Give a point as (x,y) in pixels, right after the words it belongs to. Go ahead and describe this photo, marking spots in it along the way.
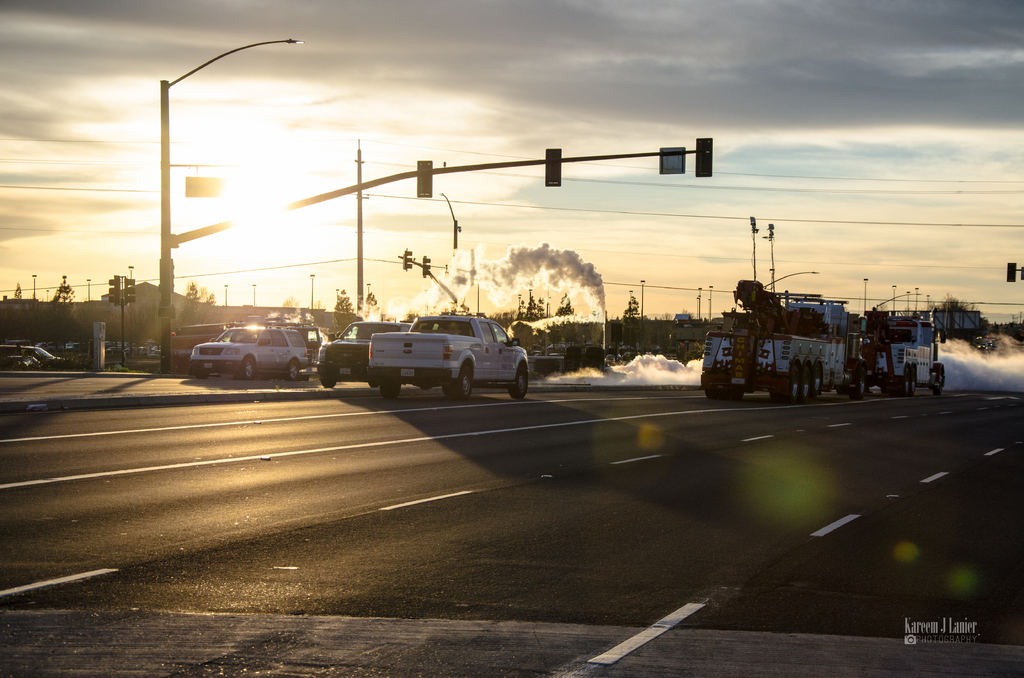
In this image we can see some vehicles (302,366) which are moving on the road (618,395) there are some traffic signals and at the background of the image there are some poles (34,274), there is some industry (603,311) which is releasing smoke (575,283) and at the top of the image (460,123) there is sunny sky (496,125).
